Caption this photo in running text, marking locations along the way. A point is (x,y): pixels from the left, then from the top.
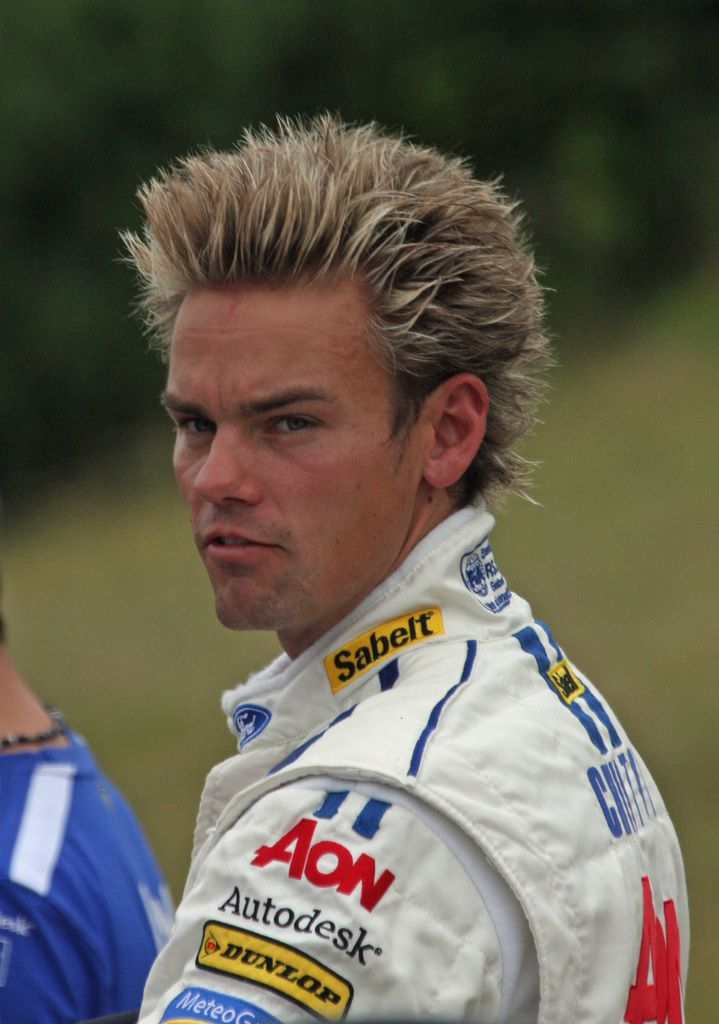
In this image I can see the person (417,156) and the person (518,946) is wearing white color dress (501,938) and I can see the green color background (686,33).
